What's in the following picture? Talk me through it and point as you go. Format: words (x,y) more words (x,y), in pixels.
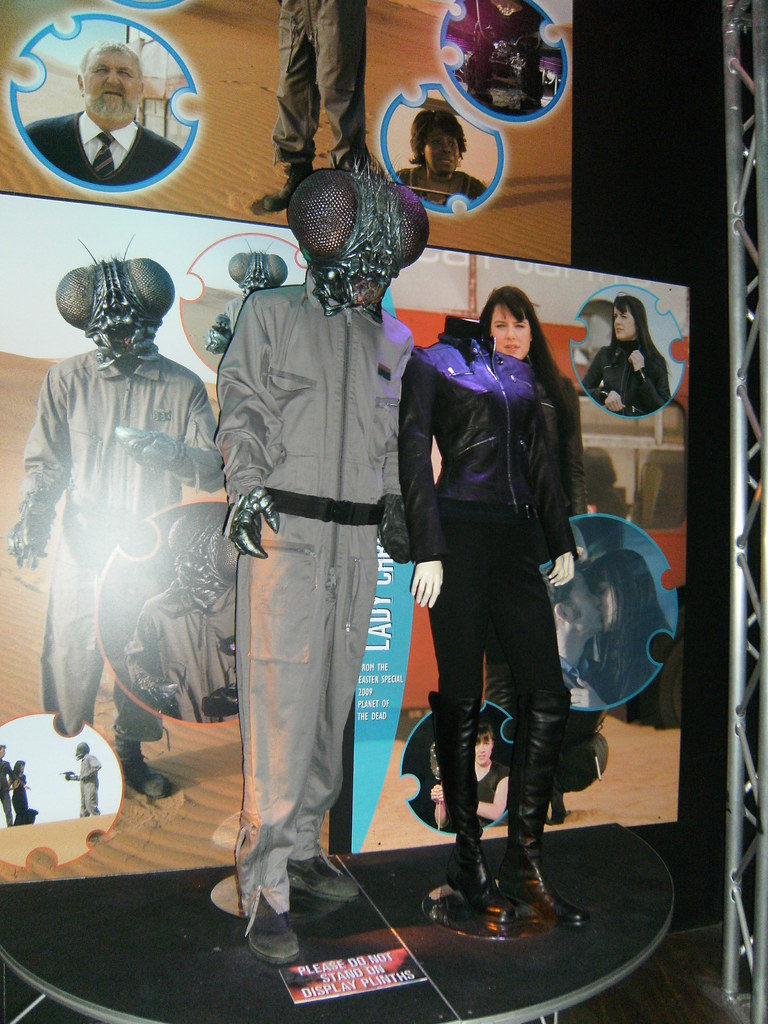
In this image I can see the mannequin (526,638) with the black and purple color dress (460,514). To the side I can see the person (279,552) wearing an insect costume (288,489). At the back (269,229) I can see many boards (405,280). To the right (742,472) I can see an iron pole (763,604). And there is a black background (676,132).
